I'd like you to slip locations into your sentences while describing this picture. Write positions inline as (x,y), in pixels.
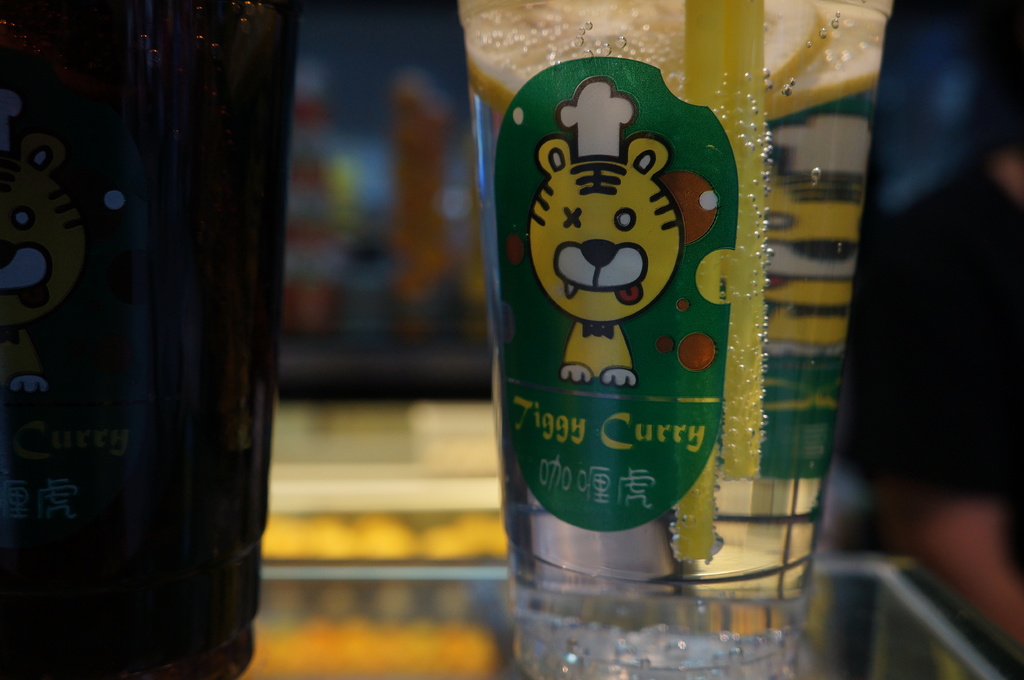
As we can see in the image in the front (53,452) there are glasses (529,416) on table (469,603). The background (414,365) is blurred.
